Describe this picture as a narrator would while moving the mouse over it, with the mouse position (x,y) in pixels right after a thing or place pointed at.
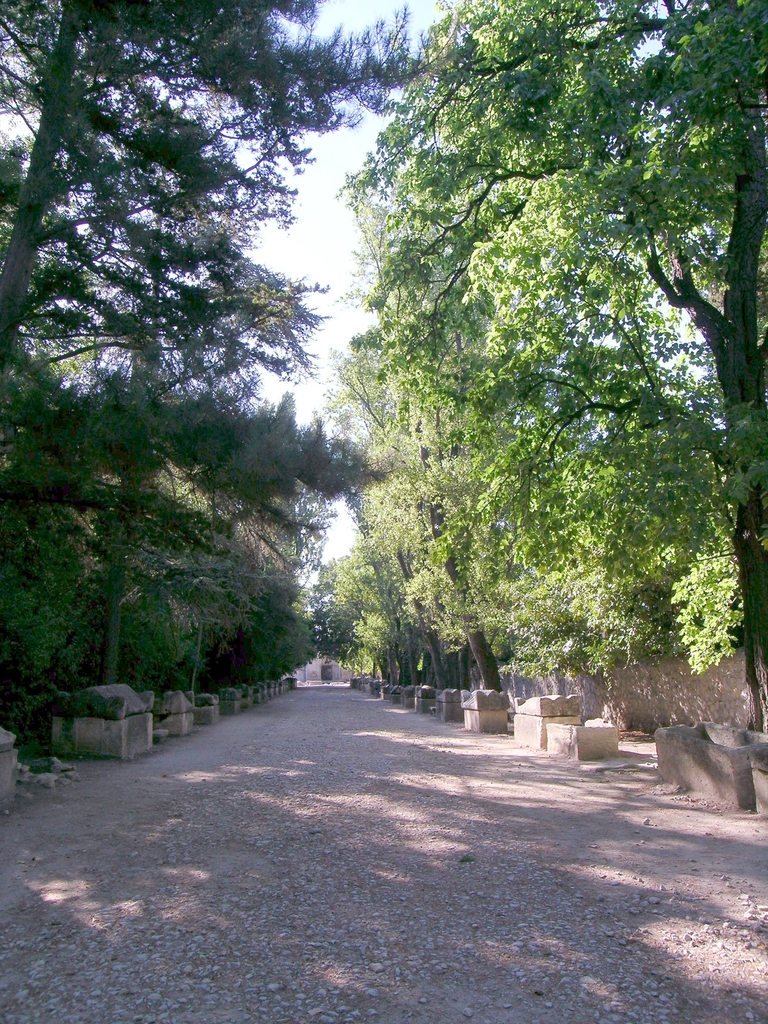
In this image I can see the road (332,837) and few concrete structures (72,746) on both sides of the road (381,707). I can see few trees (168,597) on both sides of the road (345,809) and the wall (728,687) on the right side of the image (621,702). In the background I can see the sky (338,341).
